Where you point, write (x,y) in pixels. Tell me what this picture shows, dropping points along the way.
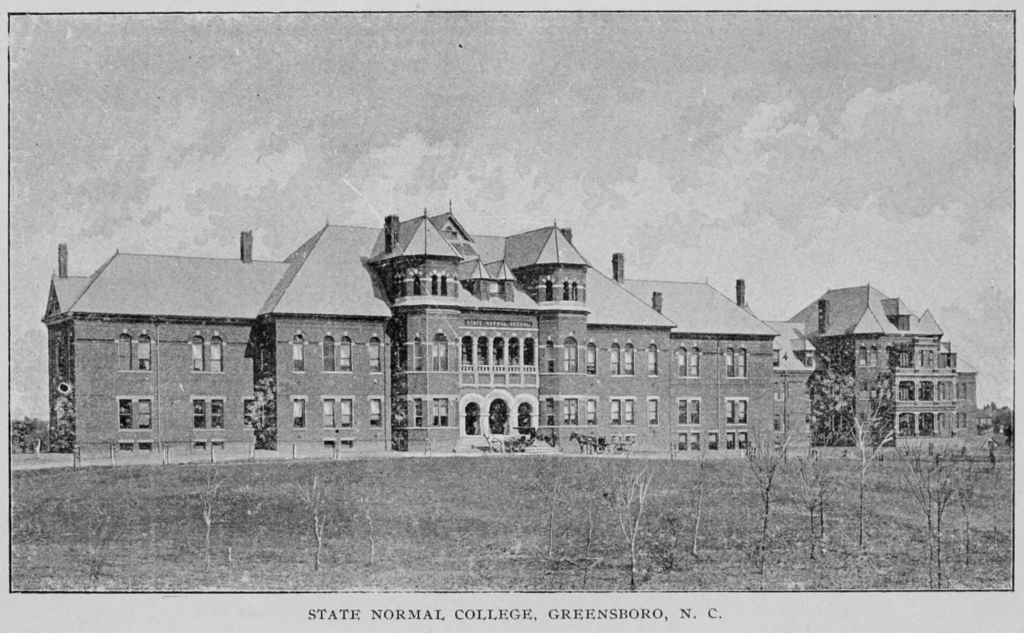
Here in this picture we can see a photograph (84,401) of a building (87,360) printed on a paper (784,457) over there and we can see number of windows (329,398) and plants (812,537) and trees (694,538) present and we can also see clouds (860,177) in the sky (700,199) in the picture over there.
